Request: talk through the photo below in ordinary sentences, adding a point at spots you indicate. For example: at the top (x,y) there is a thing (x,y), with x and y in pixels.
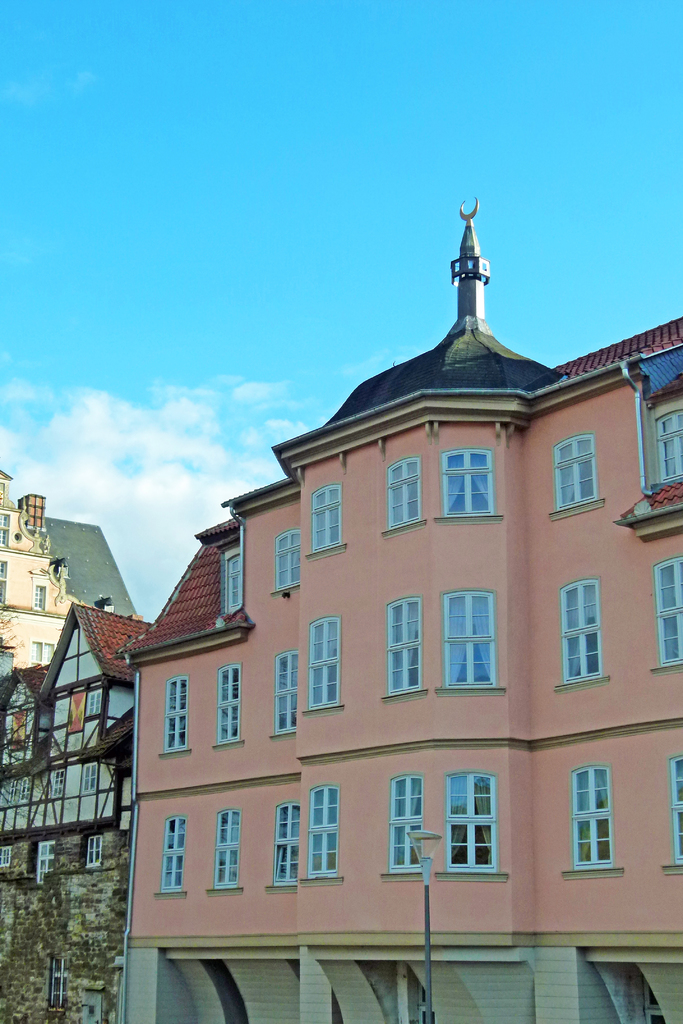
In this image we can see the buildings (458,546), light pole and also the sky (312,264) with the clouds (182,449) in the background (226,422).
